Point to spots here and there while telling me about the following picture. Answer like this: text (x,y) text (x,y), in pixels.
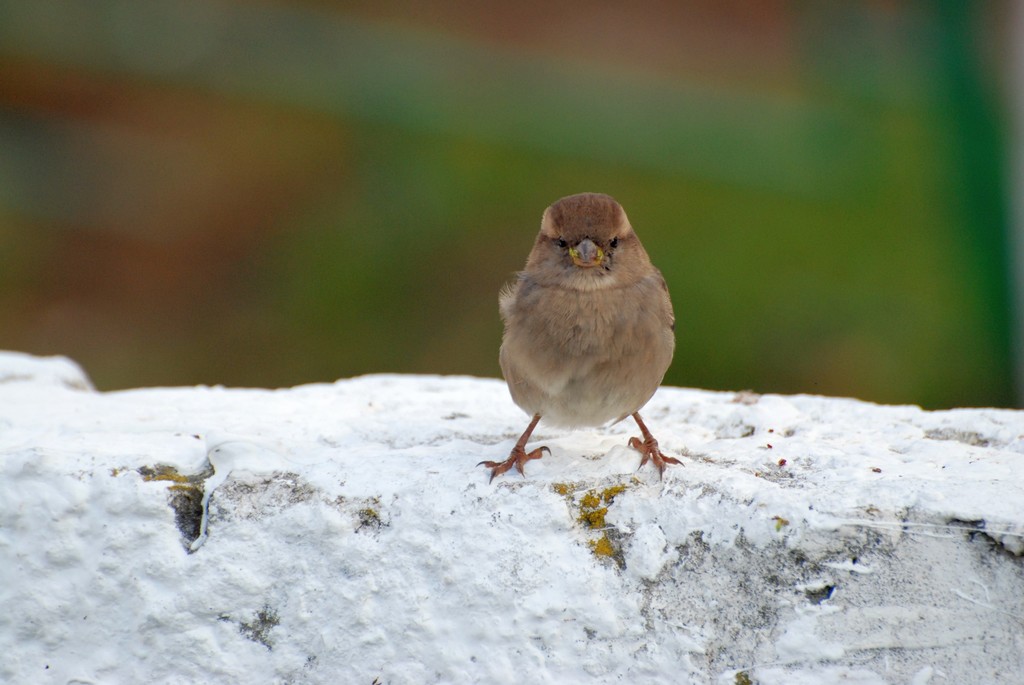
In this picture we can observe a bird (578,261) which is in brown color on the wall (325,438). We can observe some white paint (369,620) on the wall (457,510). The background (424,108) is completely blurred.
